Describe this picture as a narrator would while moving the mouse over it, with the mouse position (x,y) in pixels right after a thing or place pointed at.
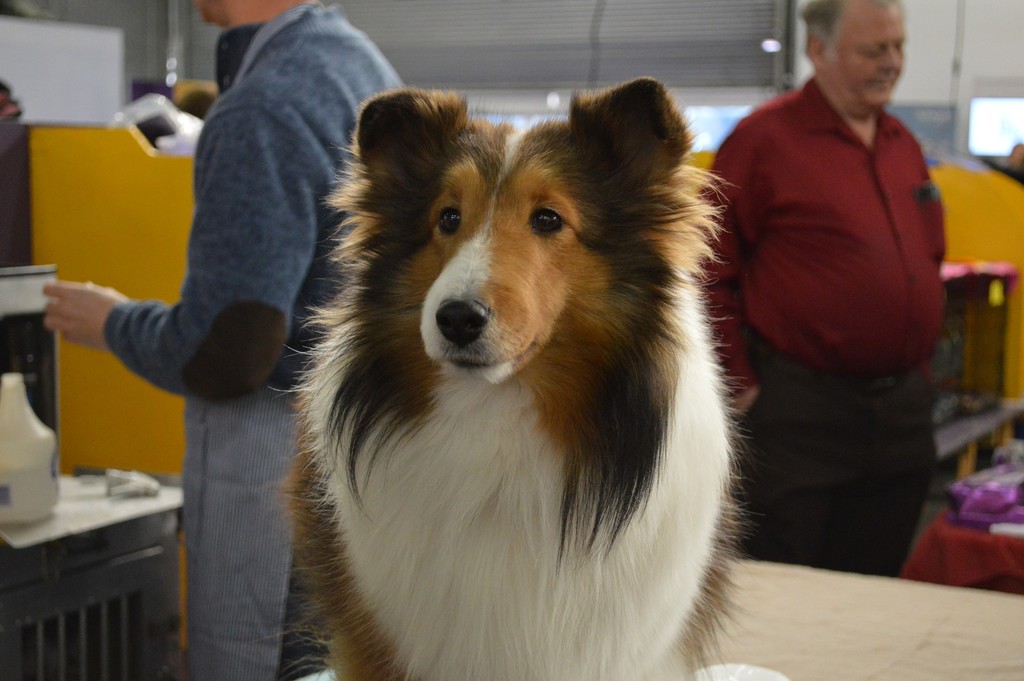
In this picture I can see a dog (534,446) and two persons (302,99) are standing on the floor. In the background (563,82) I can see wall (507,99) and some other objects (56,463). The man (812,279) on the right side (829,267) is wearing shirt (877,283) and pant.
